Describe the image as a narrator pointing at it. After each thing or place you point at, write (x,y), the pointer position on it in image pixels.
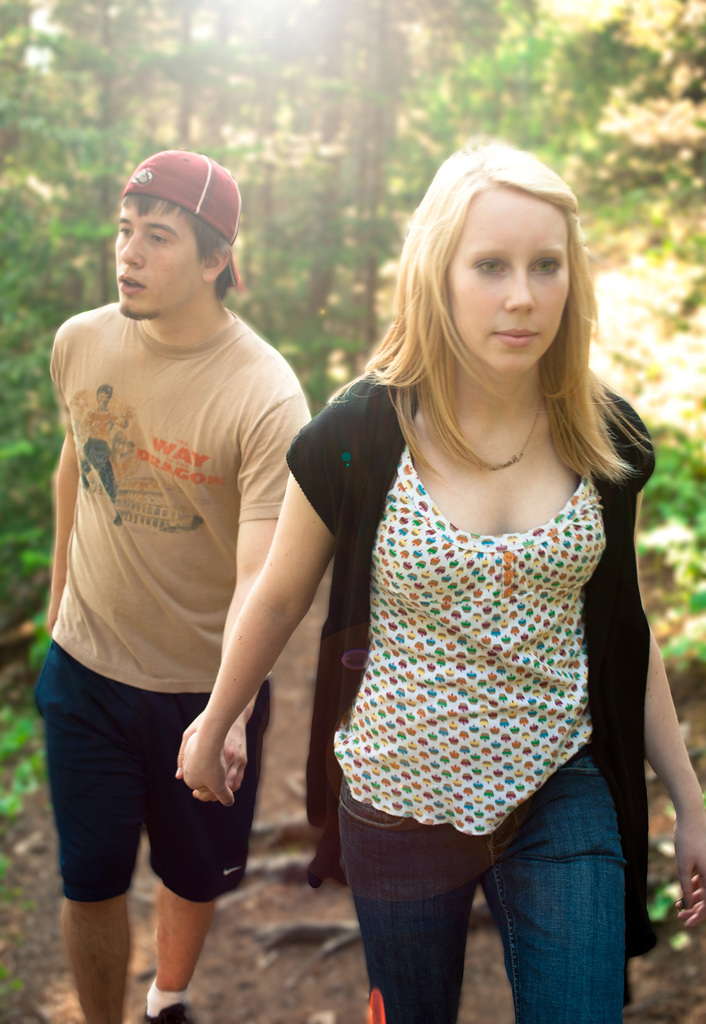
In this image in the foreground (81,497) there is one man (74,769) and one woman (482,586) who are holding hands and walking, and in the background (314,247) there are trees (314,189). At the bottom (259,941) there is sand (253,939).
